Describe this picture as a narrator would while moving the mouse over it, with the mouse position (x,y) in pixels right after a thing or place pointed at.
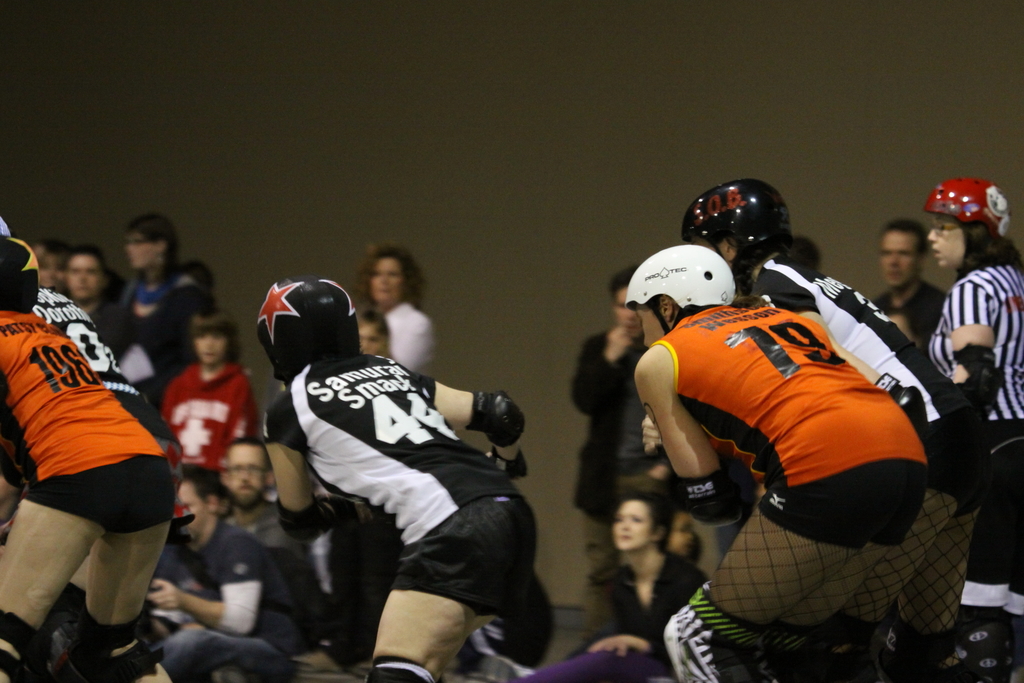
In this picture there are five girls (368,484) wearing orange, white and black t-shirts (740,372) with helmet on the head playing the game. Behind there is a group of audience (212,441) watching the game.
